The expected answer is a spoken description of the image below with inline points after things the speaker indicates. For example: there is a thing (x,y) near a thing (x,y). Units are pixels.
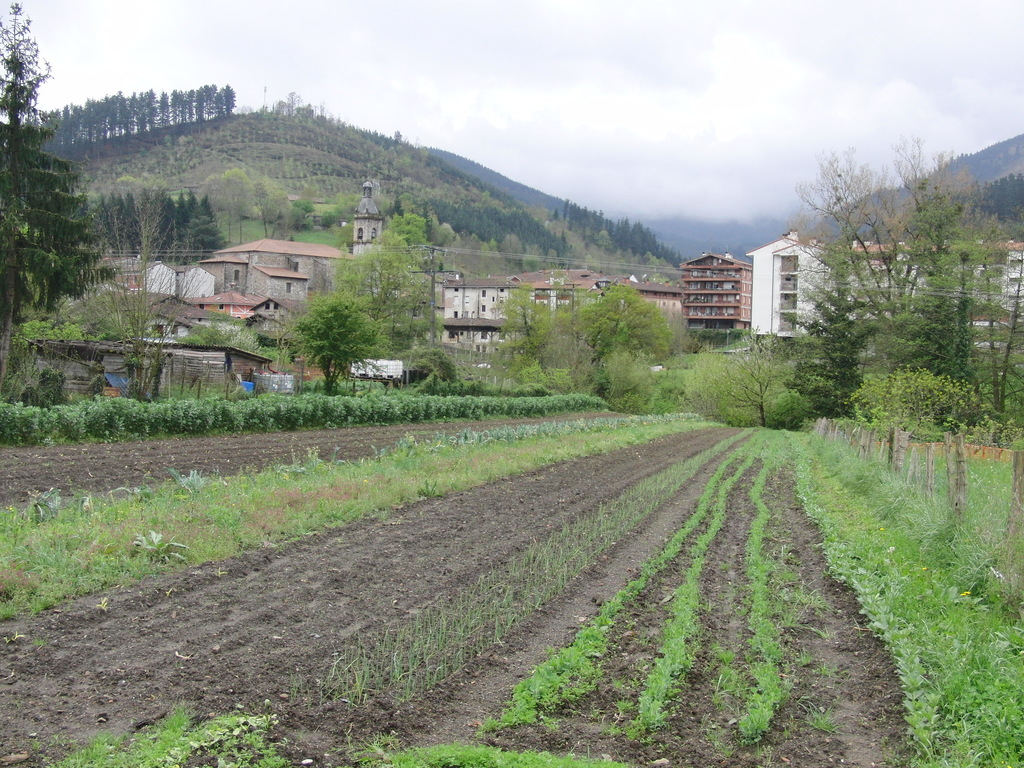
In this image, we can see fields (343,558) and in the background (225,233), there are hills (289,159), trees (364,279), buildings (443,307) and there is a tower (355,224).
